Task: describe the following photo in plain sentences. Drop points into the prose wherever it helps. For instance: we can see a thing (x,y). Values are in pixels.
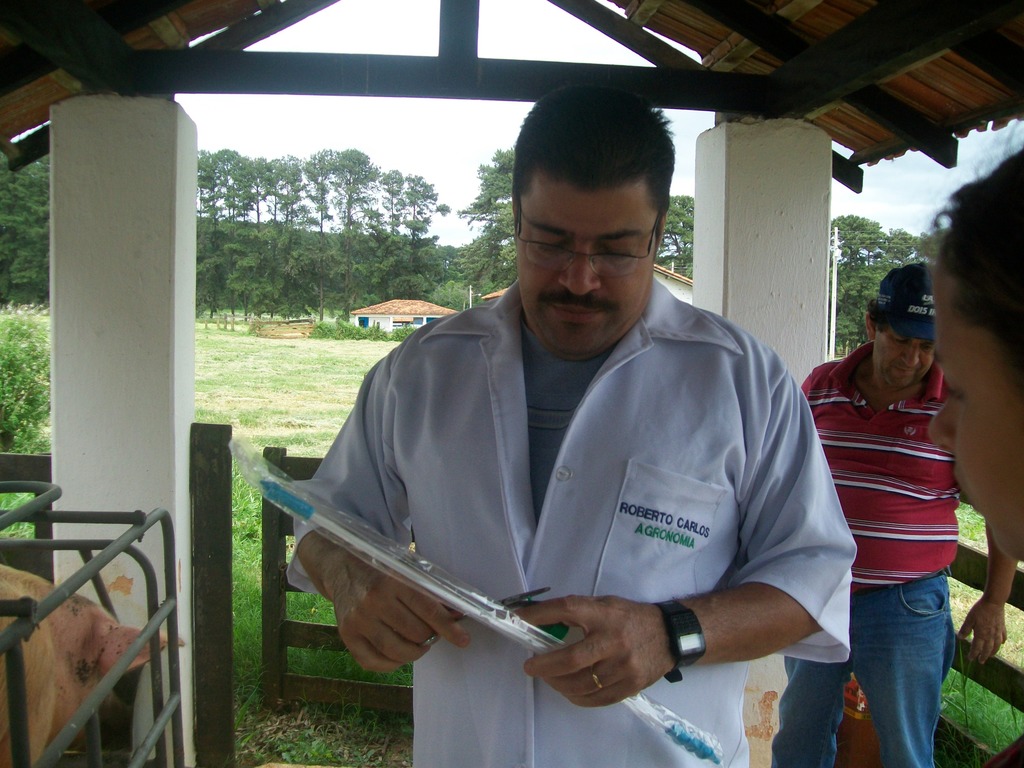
Here in this picture we can see a group of people (761,430) standing on the ground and the person (542,668) in the middle (598,492) is holding something in his hand (443,625) and wearing spectacles (523,232) and we can see the ground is full covered with grass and beside them we can see railing (27,609) present and on the left side (34,662) we can see some animals (30,657) present and above them we can see a shed (39,20) present and in the far we can see plants (31,334) and trees (309,226) present and we can also see a house (395,318) present and we can see the sky (435,142) is cloudy.
